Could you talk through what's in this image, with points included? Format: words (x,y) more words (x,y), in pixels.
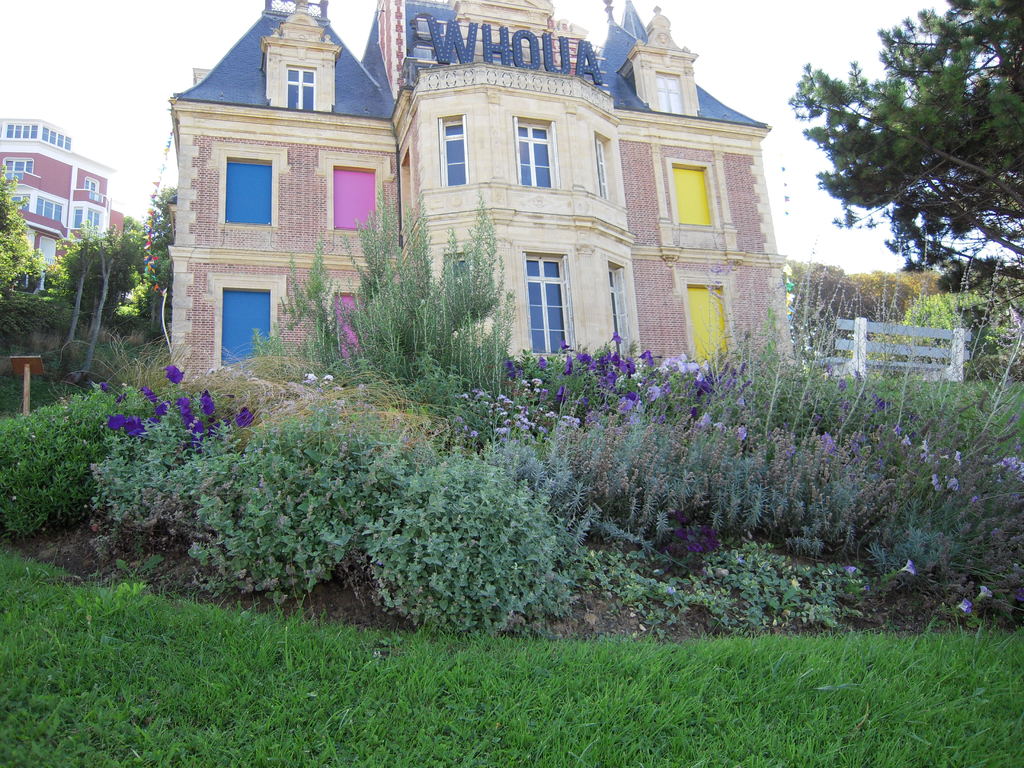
In this image we can see some grass (556,699), plants (37,409) and in the background of the image (360,221) there are some houses (496,196), trees (1017,253) and clear sky (796,178).
